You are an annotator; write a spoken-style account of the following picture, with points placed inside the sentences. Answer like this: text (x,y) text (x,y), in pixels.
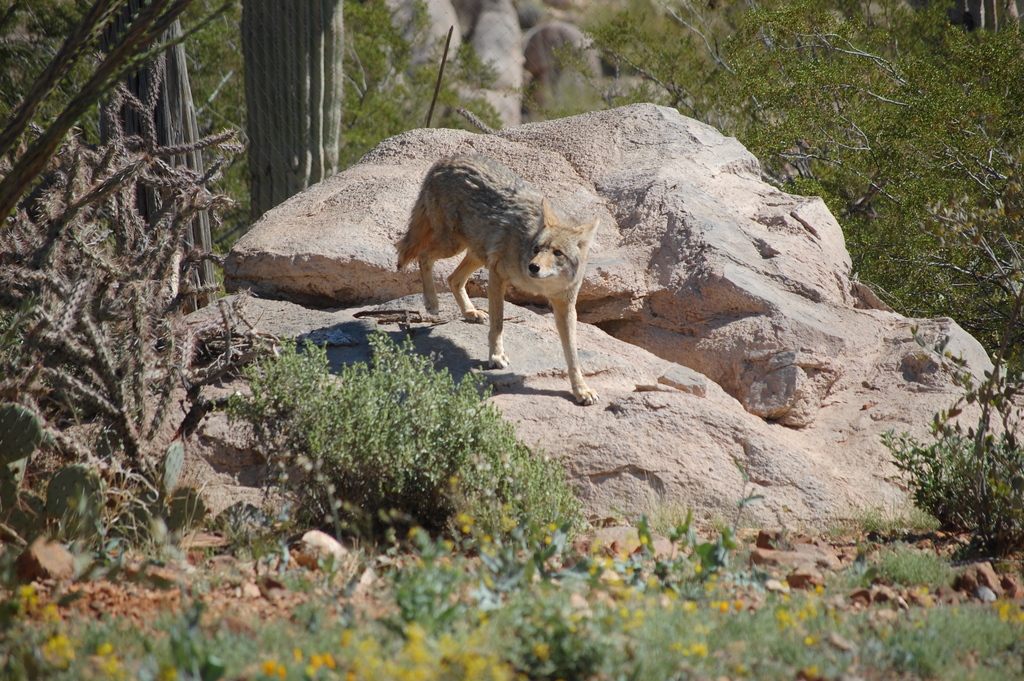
In this picture we can see a coyote (550,235) is walking at the bottom (404,616) there are some plants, we can see a rock (381,243) in the middle (366,234), we can also see plants (721,68) in the background (781,39).
